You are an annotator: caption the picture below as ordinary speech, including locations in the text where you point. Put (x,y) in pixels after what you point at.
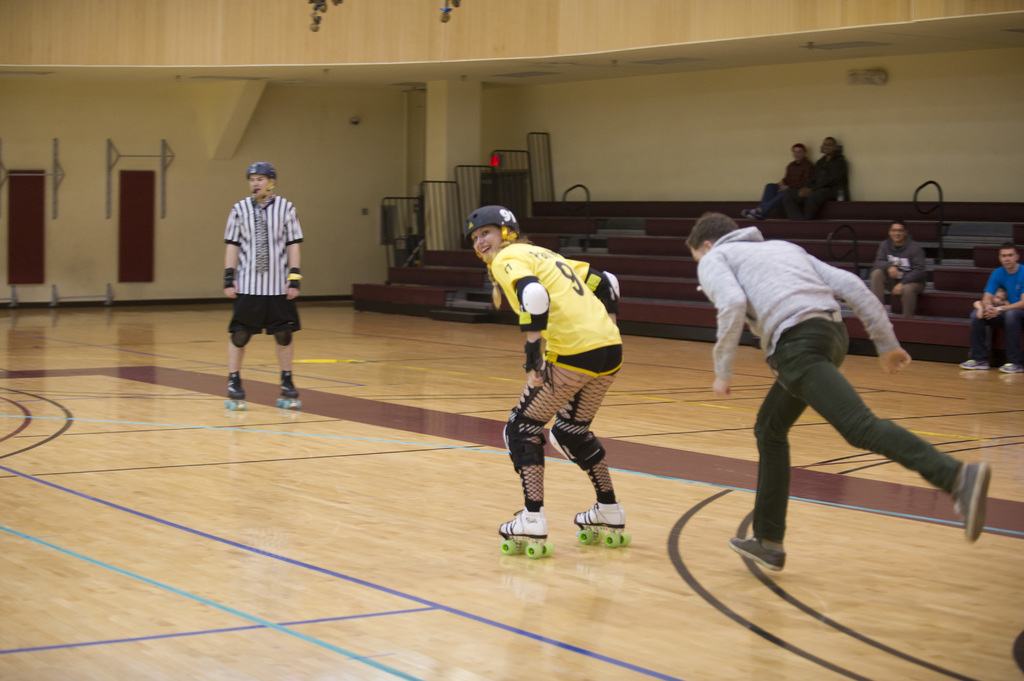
In this image we can see a few people (270,311), among them some are sitting and some are doing skating on the floor (355,328), also we can see grille (388,223) and boards (135,256) on the wall (168,228).
